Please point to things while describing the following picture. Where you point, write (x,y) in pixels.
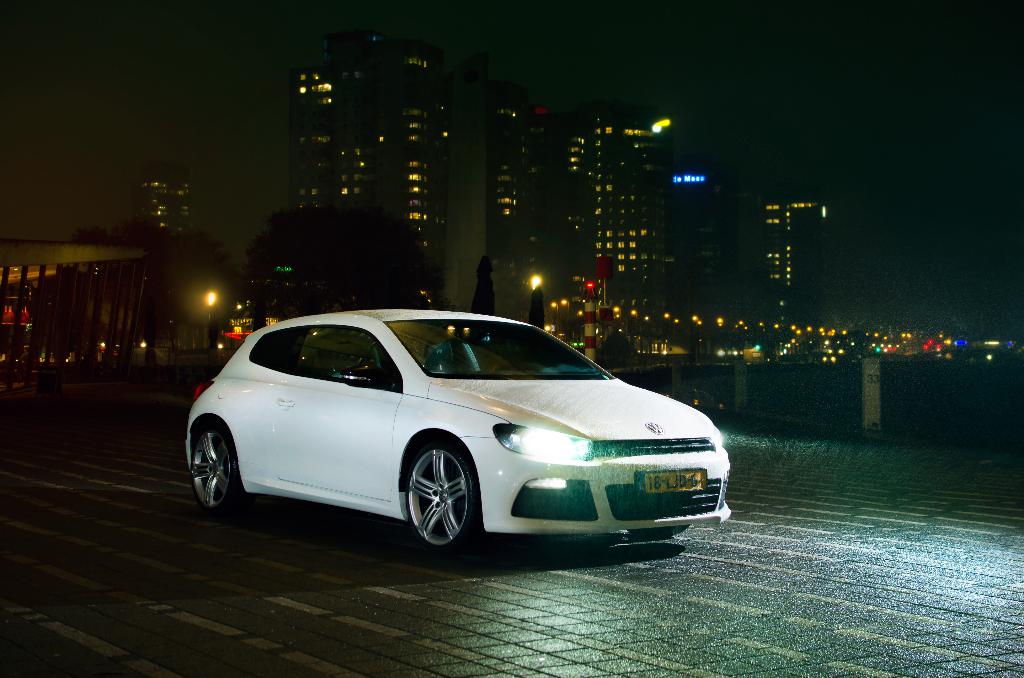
In this image in the center (369,438) there is a car (414,444) which is white in colour moving on the road (67,407). In the background (321,198) there are buildings (417,203) and there are lights (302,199).
